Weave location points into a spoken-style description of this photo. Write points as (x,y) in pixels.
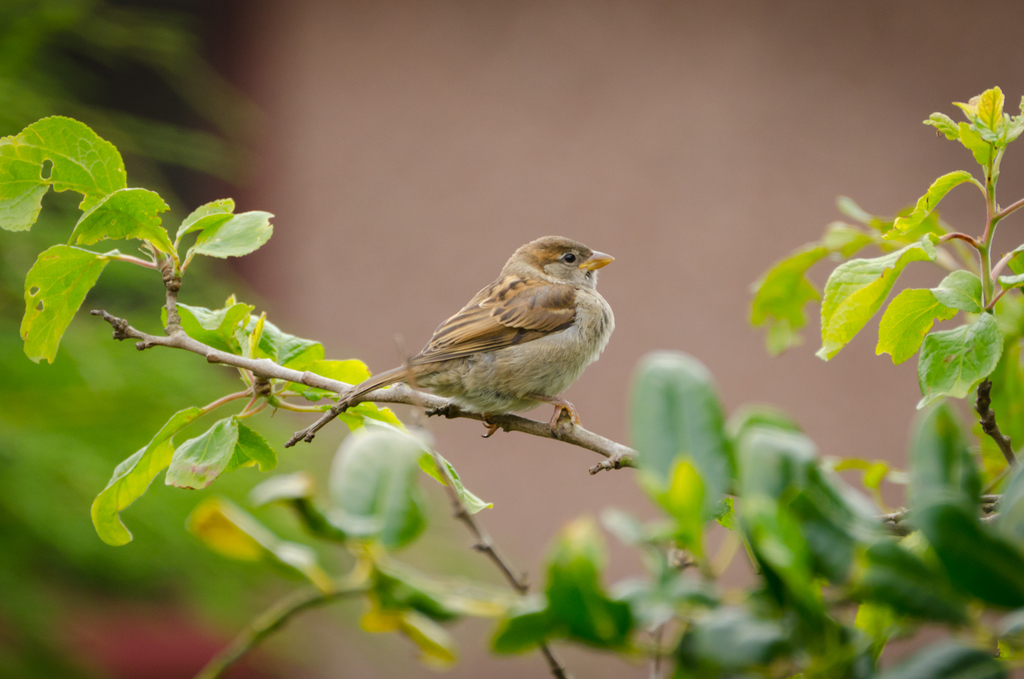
This image consists of a sparrow (521,366) sitting on a stem (514,429). And we can see a plant (50,322). The background (507,35) is blurred.
